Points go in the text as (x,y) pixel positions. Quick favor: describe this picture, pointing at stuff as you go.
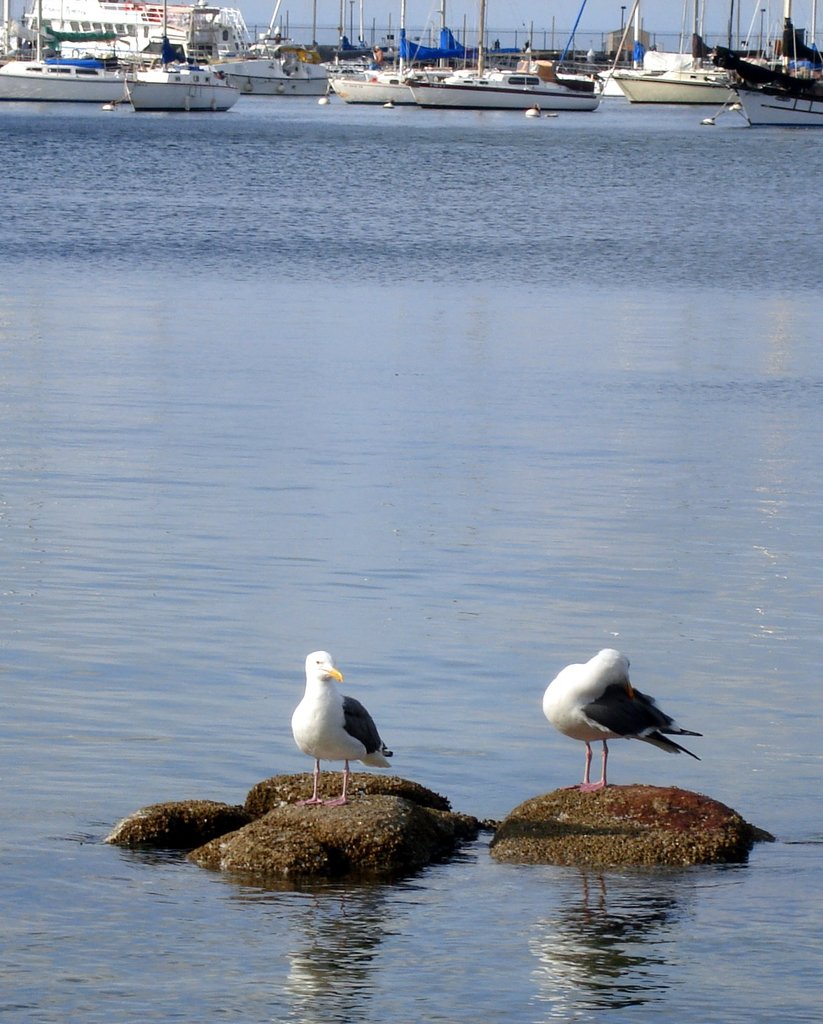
In this picture there is a water body (478,535). In the foreground of the picture (370,731) there are birds (570,711) and stones (338,826). In the background (146,52) there are boats (325,71).
